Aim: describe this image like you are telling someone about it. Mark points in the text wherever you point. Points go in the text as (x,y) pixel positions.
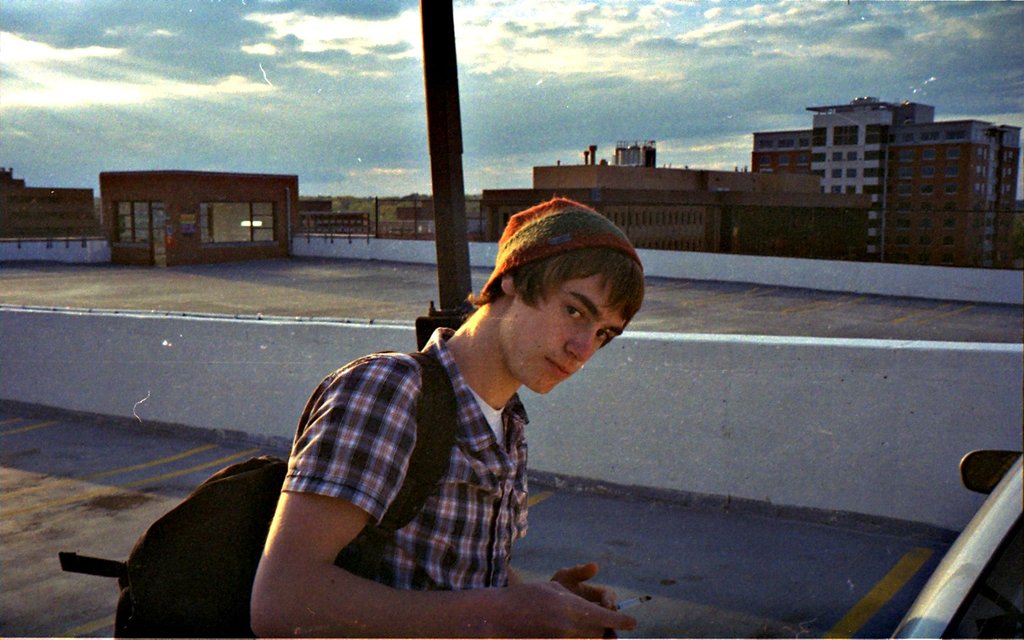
This image consists of a man (336,385) wearing a bag (425,445). He is also wearing a cap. At the bottom (736,574), there is a road (652,524). In the background (968,225), there are buildings (926,210). At the top (272,67), there are clouds (212,30) in the sky (179,50). Behind him, there is a pole (446,227).
